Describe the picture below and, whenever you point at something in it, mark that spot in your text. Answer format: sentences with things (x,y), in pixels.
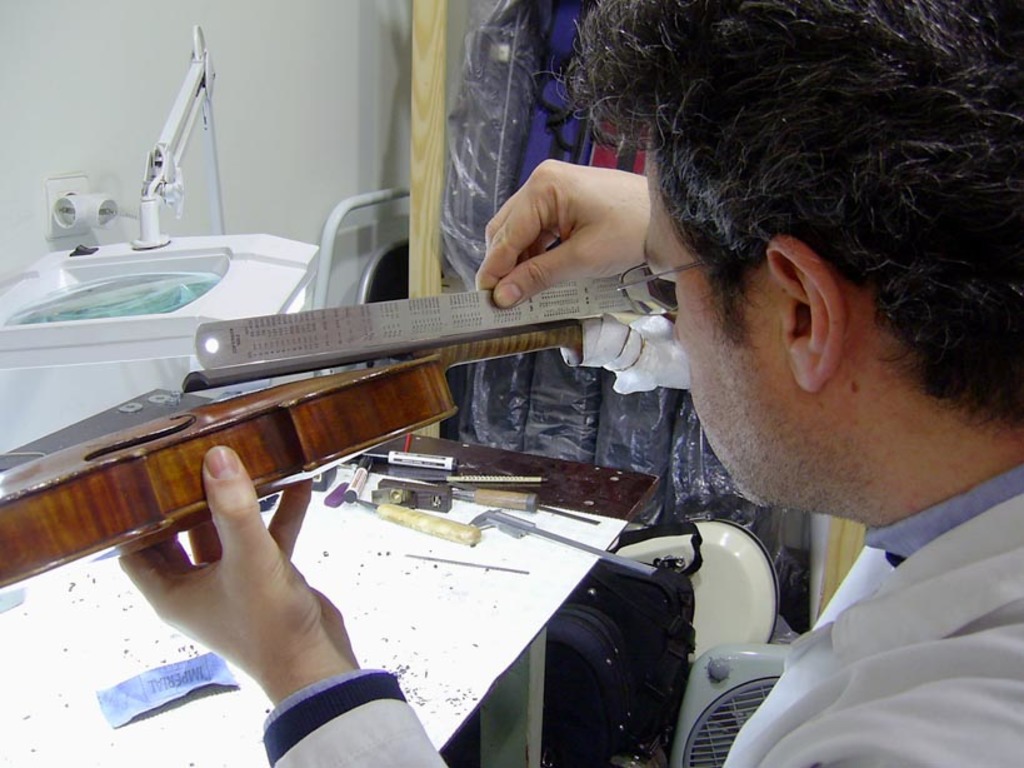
In this image we can see a person (592,277) holding scale (526,320) in one hand (575,254) and an object (181,513) in the other hand (239,557). In the background (501,523) we can see tools (434,500) and markers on the table (469,640), walls (301,66) and a machine (155,205).
